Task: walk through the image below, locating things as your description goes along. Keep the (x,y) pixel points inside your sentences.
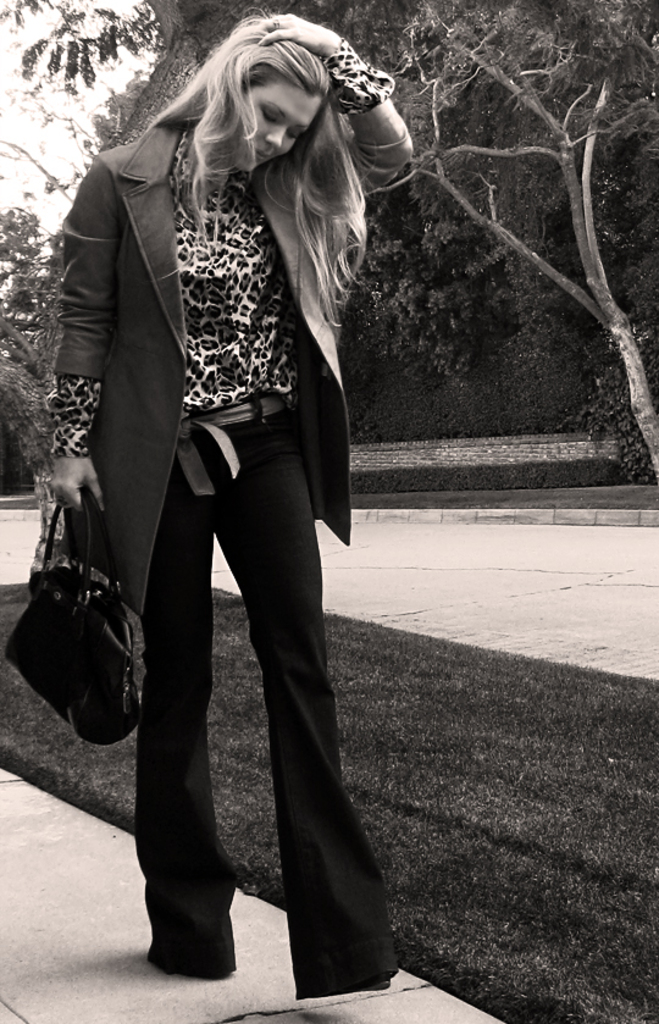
there is a woman (169,363) in a given picture wearing a coat (133,369), black pant (177,629). She's holding a bag (81,611) in her hand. She's adjusting her hair (271,82). In the background (462,272) there are some trees (454,146) and sky (56,110) here.
